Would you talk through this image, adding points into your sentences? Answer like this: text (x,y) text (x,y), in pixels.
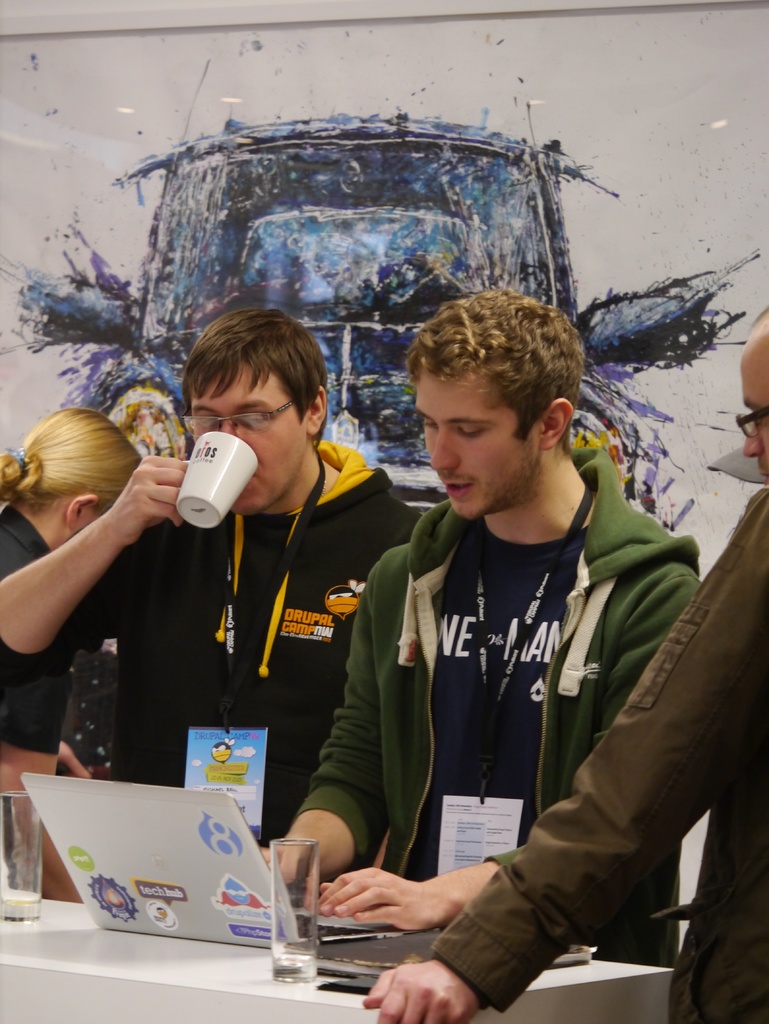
In this image there are few persons (365,744) standing behind the table (144,957) having two glasses (22,846) and a laptop (192,923) are on it. Left side (19,518) there is a woman (54,515). A person (2,632) is holding a cup (236,482) in his hand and keeping it near to his mouth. He is standing beside to her. He is wearing a black jacket (314,612). Right side (758,825) there is a person (686,729) wearing spectacles (744,427). Beside him there is a person (590,652) wearing a green jacket (606,590). Behind them there is wall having some painting (276,198) on it.
